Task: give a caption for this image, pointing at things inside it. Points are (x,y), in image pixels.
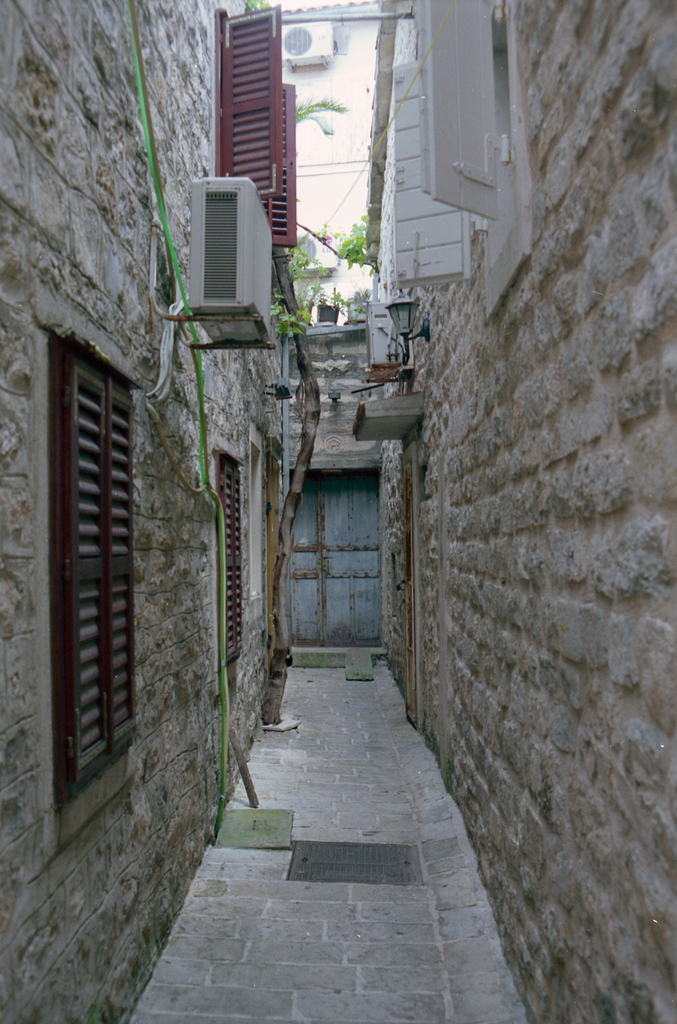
In the picture we can see the path (398,991) in the middle of the building walls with windows (287,143) to it and in the background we can see the door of the house (298,125).
